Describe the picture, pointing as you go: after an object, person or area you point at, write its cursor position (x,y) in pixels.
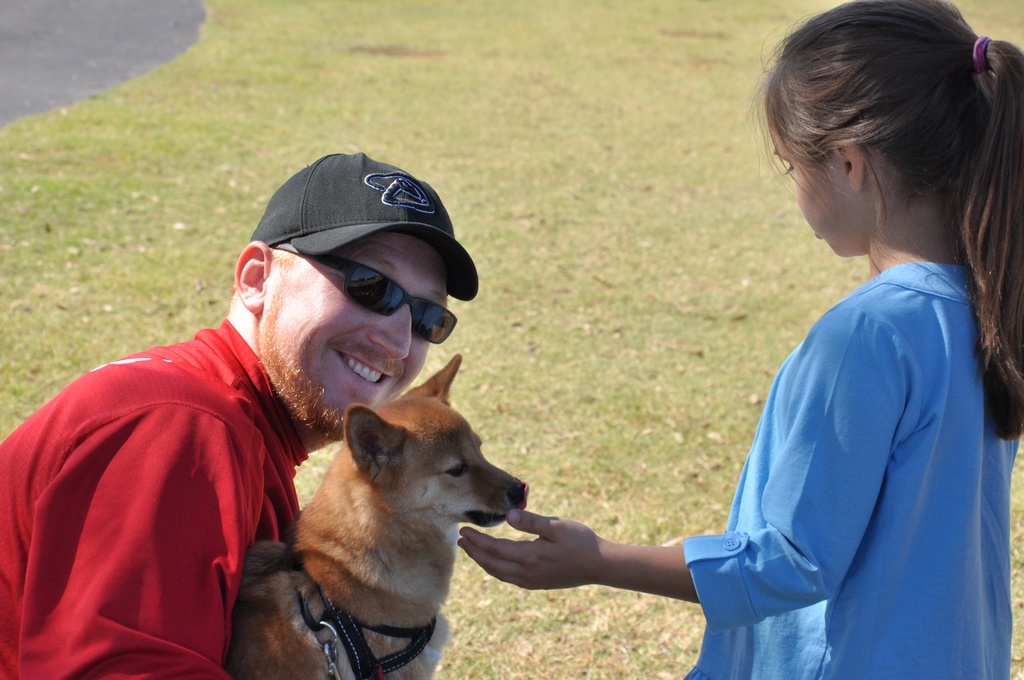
This picture is of outside. On the right (880,470) there is a girl (910,492) wearing blue color dress (943,461) and standing. On the left (65,440) there is a man (271,303) wearing red color t-shirt (162,488), black color cap (351,220) and holding a dog (387,551). In the background (228,30) we can see the ground (556,64) full of grass (634,220).
